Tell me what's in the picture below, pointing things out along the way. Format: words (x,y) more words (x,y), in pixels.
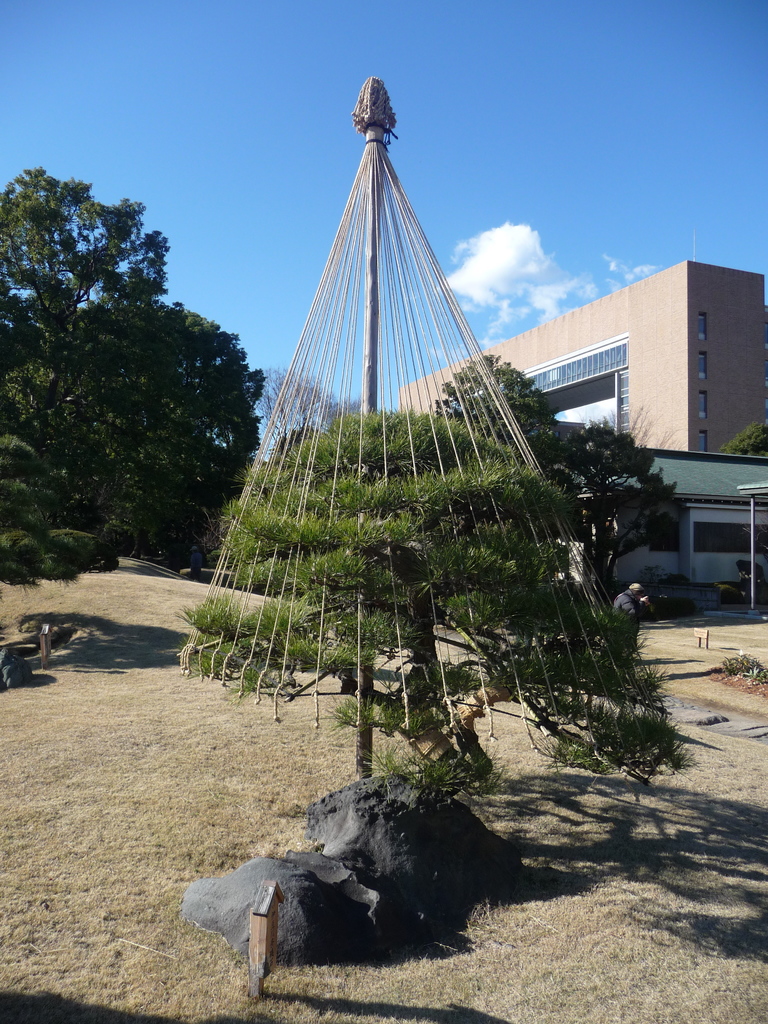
In the image we can see there is a tree (424,476) with ropes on the ground (350,777). Behind there are buildings (695,504) and there are trees (58,322).
